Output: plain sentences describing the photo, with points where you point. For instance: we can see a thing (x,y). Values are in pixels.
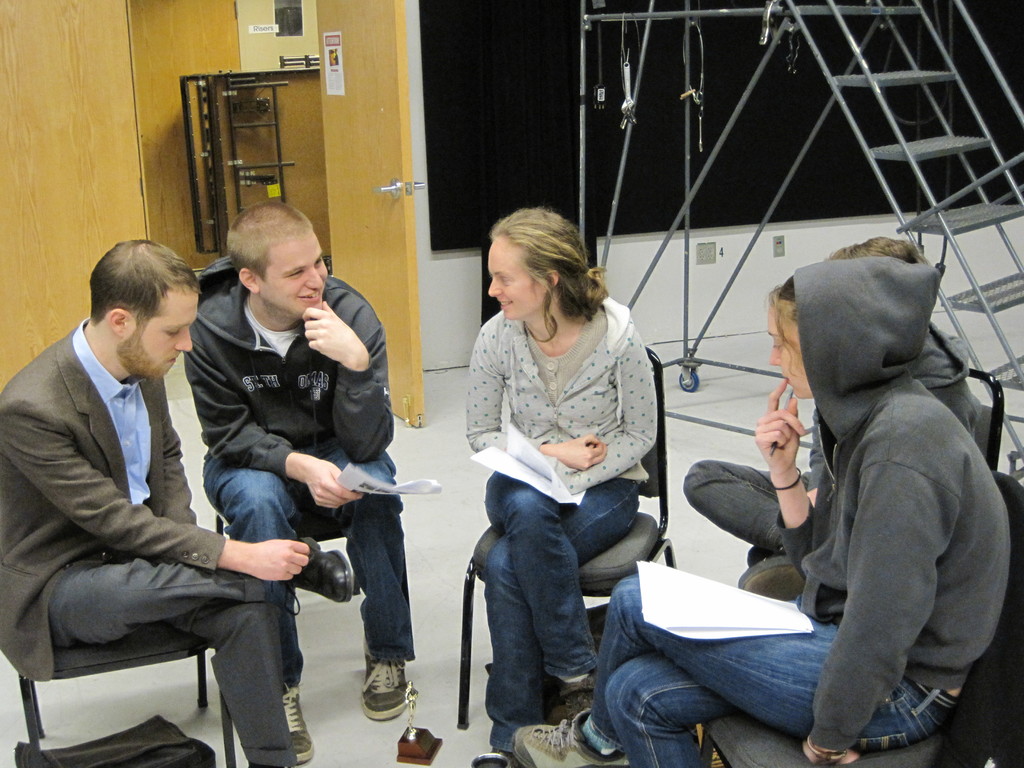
In this image I can see group of people (907,592) sitting, in front (773,667) the person (816,555) is wearing gray jacket (818,543), blue pant (750,702) and holding few papers (726,592). Background (971,237) I can see few stairs (949,64) and I can see a door (362,126) in cream color and the wall (447,317) is in white color.
